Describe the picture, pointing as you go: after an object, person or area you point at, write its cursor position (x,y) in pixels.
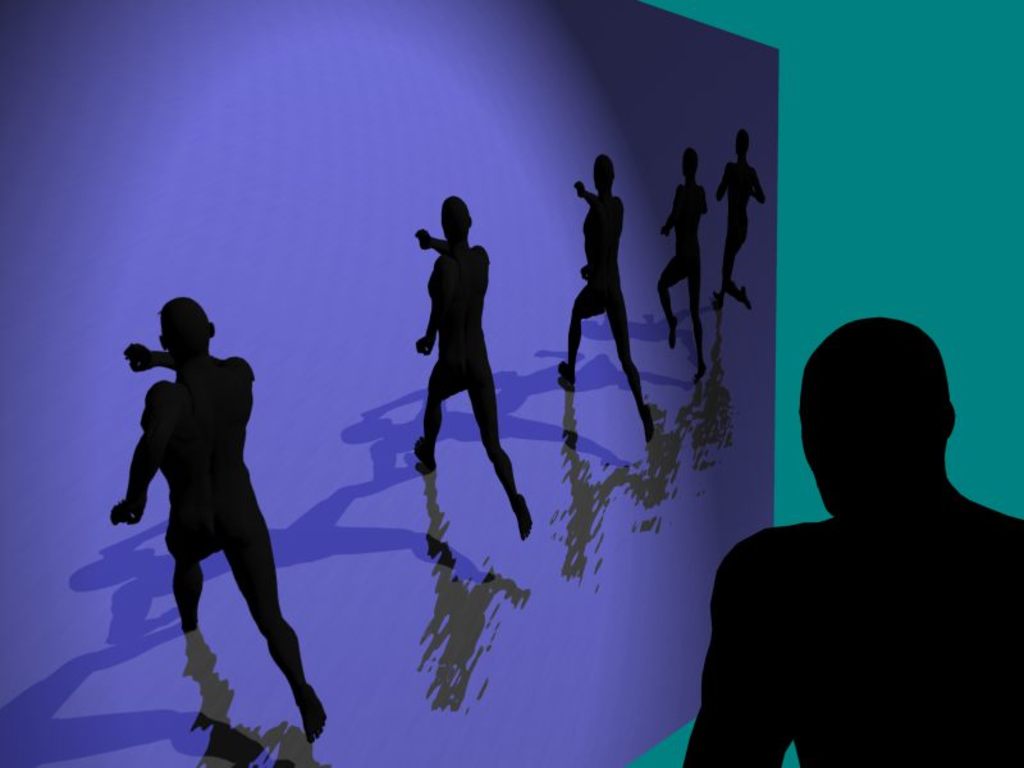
This is an edited image. I can see the structure (235,435) of six persons (848,602) and there are shadows (122,622) of the people (198,562).
